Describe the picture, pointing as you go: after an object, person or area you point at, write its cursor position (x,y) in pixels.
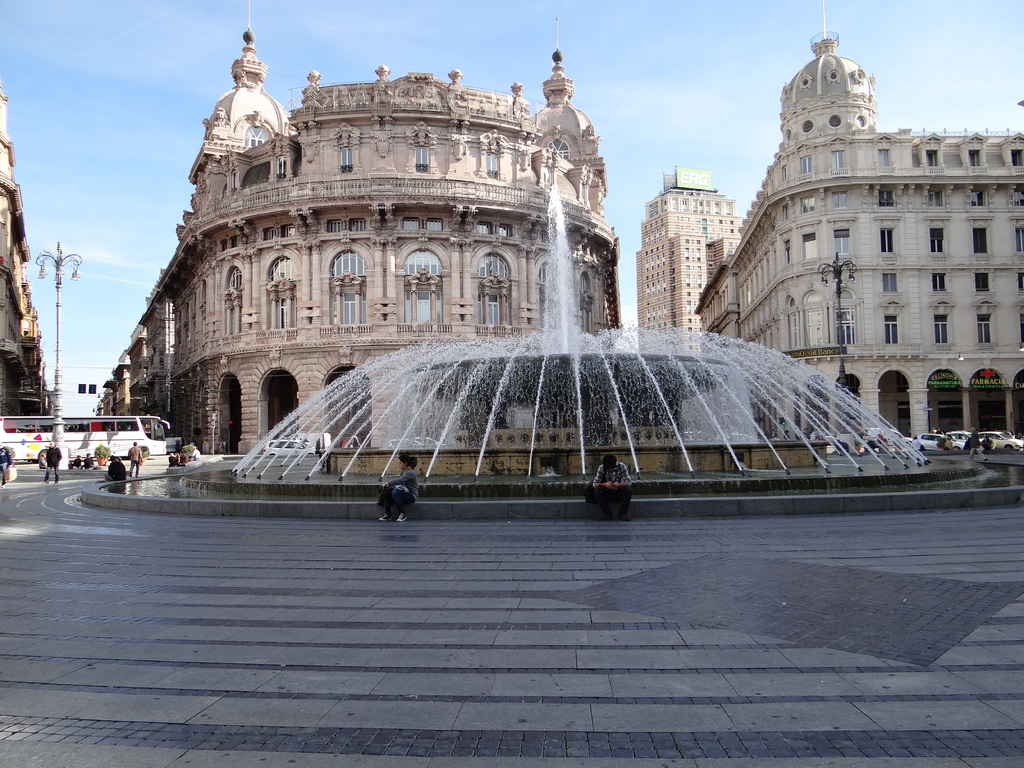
In the center of the image (647,439) we can see the fountain (398,413) and two people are sitting. In the background of the image (264,297) we can see the buildings (456,206), windows (1021,287), poles (829,265), lights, vehicles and some people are walking on the road (955,527). At the bottom of the image (418,686) we can see the road (423,654). At the top of the image (742,42) we can see the sky (236,39).
